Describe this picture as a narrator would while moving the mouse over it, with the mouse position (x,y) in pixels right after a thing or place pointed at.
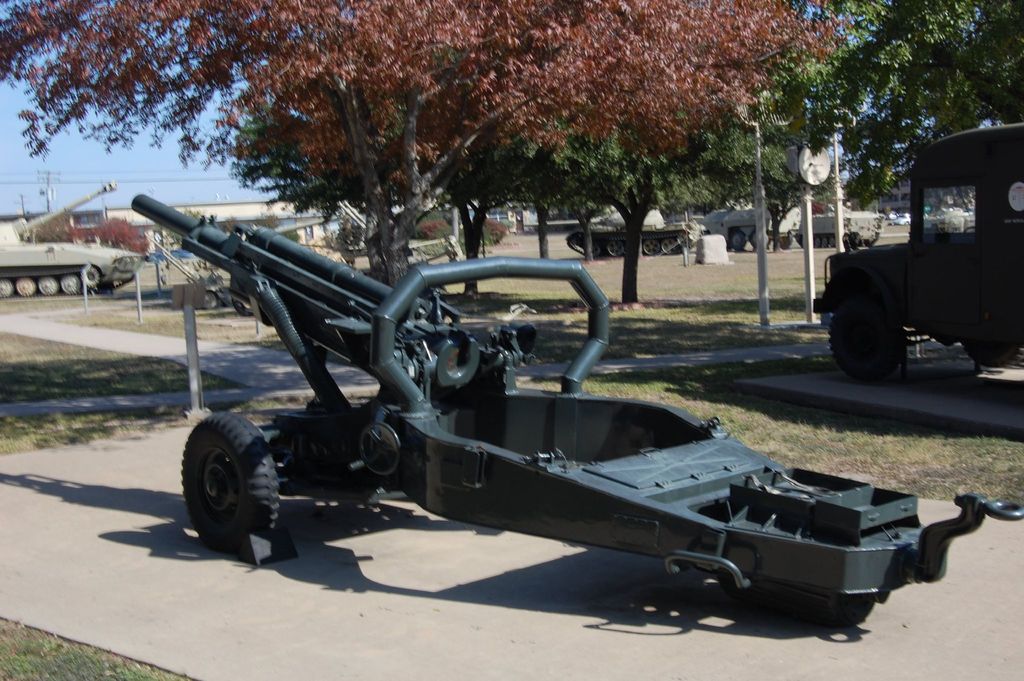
In this image, there are a few vehicles (491,483). We can see the ground (836,450) with some objects (370,293). We can see some poles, grass (226,331) and trees (378,219). We can also see some plants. We can see some houses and wires (6,184). We can also see the sky (156,155).
